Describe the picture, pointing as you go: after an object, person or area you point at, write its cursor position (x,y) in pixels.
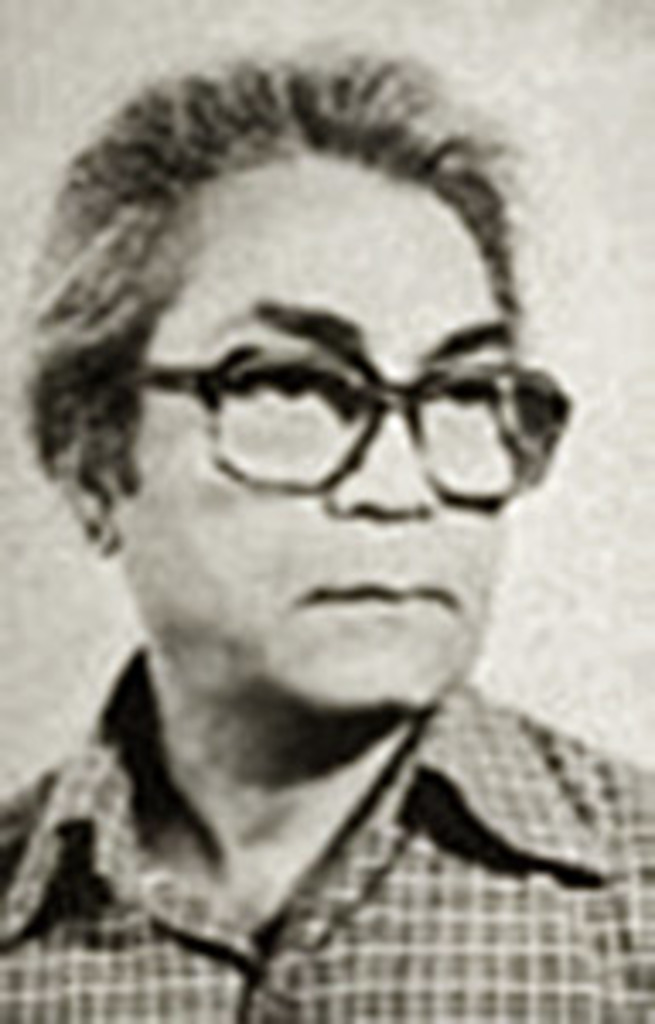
In this image we can see a man (318,707).
